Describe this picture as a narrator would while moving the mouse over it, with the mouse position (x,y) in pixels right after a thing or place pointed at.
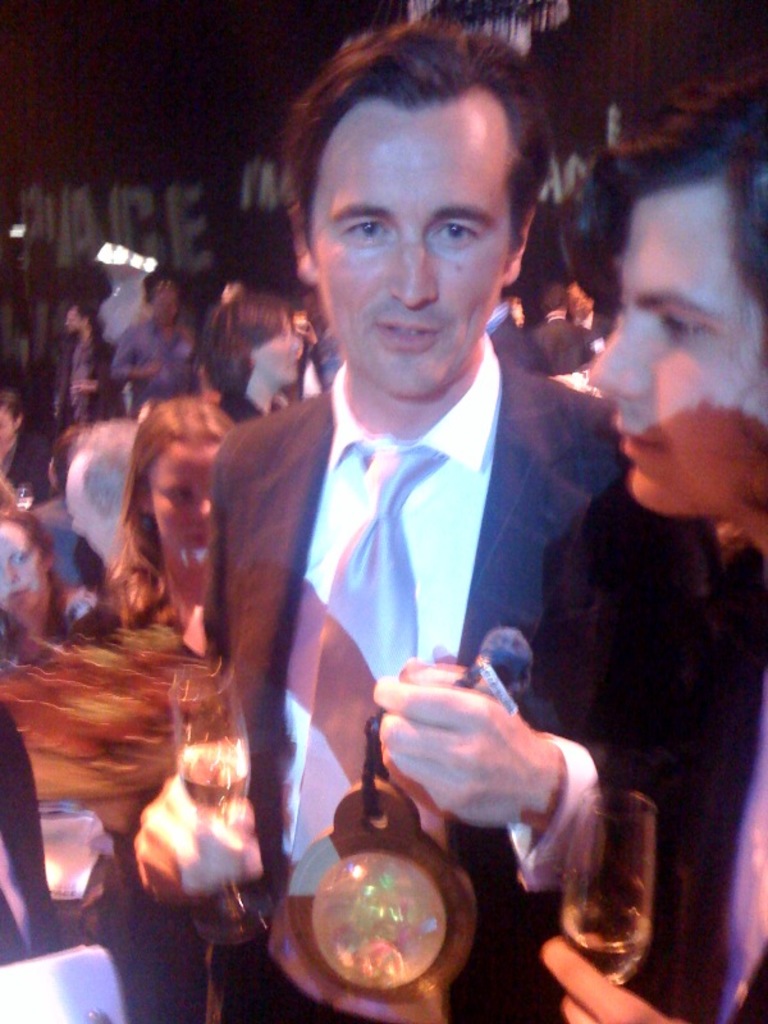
In this picture I can see few people (460,413) standing and few of them holding glasses (578,906) in their hands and I can see a man (422,767) holding a fancy ball (418,917) in another hand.
